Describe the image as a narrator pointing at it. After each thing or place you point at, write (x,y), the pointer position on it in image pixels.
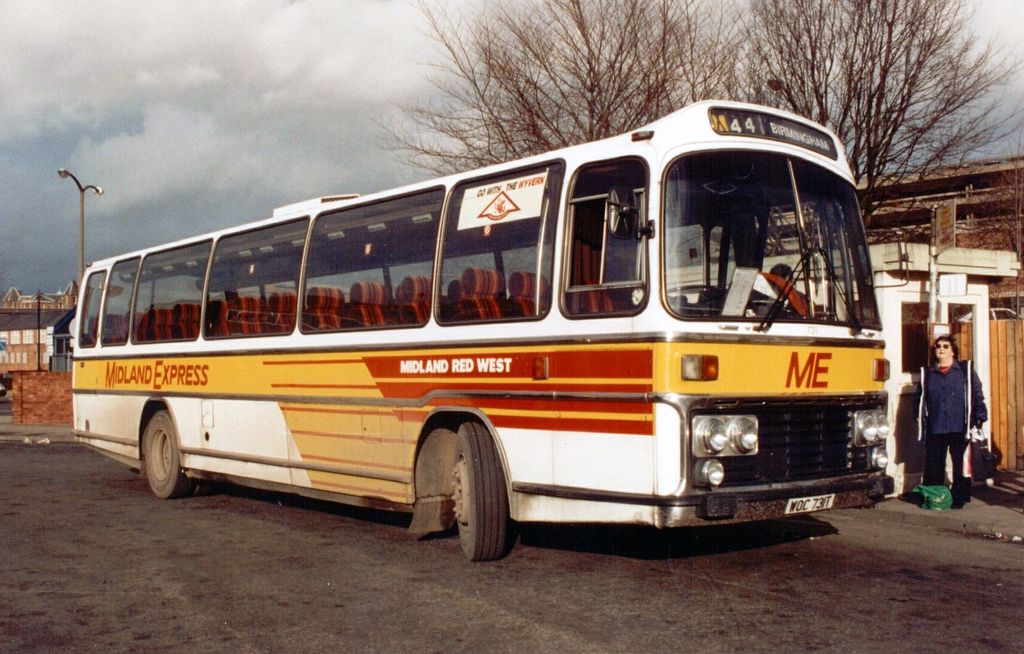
In this picture there is a woman (933,385) standing and carrying a bag (964,460), in front of her we can see a bag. We can see bus (882,400) on the road (1018,586), buildings (13,312), lights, poles (82,244), shed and trees (571,111). In the background of the image (401,138) we can see the sky (216,157) with clouds (197,173).
